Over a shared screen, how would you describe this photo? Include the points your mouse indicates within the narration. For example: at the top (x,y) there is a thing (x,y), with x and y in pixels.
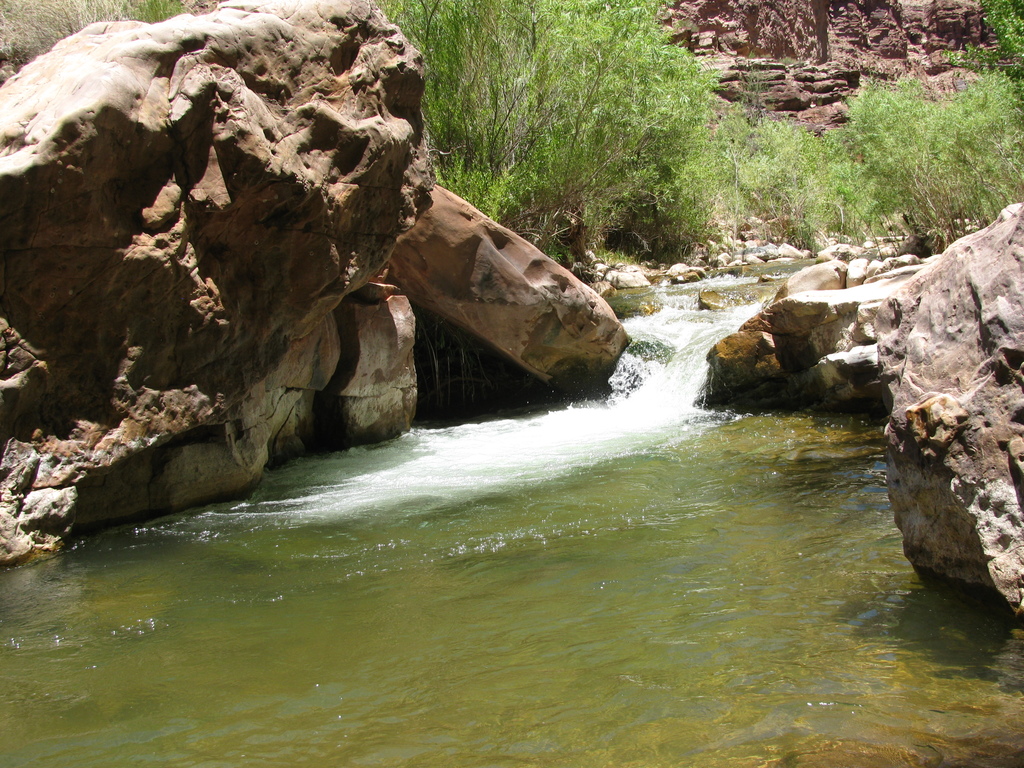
In this picture we can observe large stones (478,291). There is water (549,482). In the background (457,47) there are plants (553,113) and trees (565,74).
